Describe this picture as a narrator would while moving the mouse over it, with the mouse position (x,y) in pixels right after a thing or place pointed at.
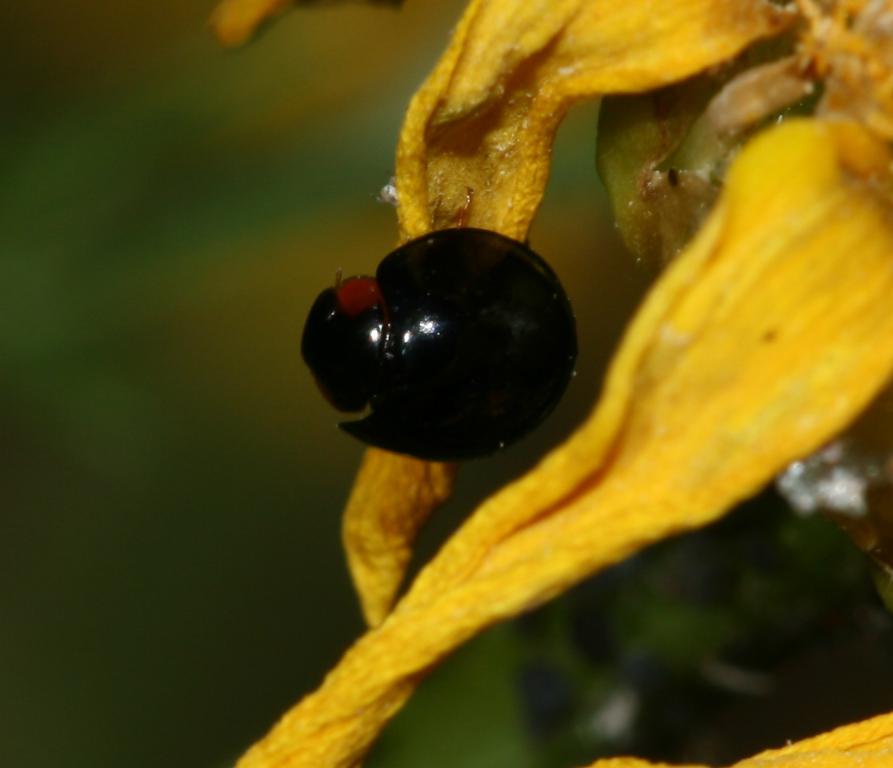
In this image I can see on the right side (758,16) there are petals (474,532) of the flower (703,294) in yellow color. In the middle (443,320) it looks like an insect (487,393) in black color.
